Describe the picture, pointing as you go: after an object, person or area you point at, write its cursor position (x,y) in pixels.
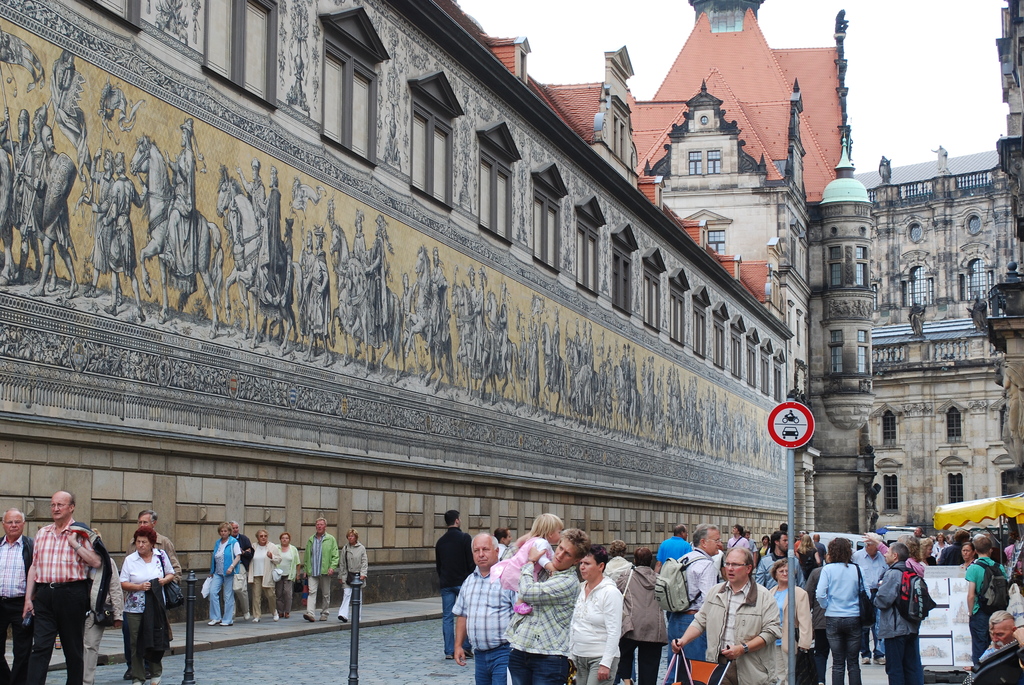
In this image I can see the group of people (625,596) standing and wearing the different color dresses (758,614). I can see the sign board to the side. In the background (533,377) I can see the buildings (786,351) with windows (534,178). I can also see the sky (802,6) in the back (928,57).
